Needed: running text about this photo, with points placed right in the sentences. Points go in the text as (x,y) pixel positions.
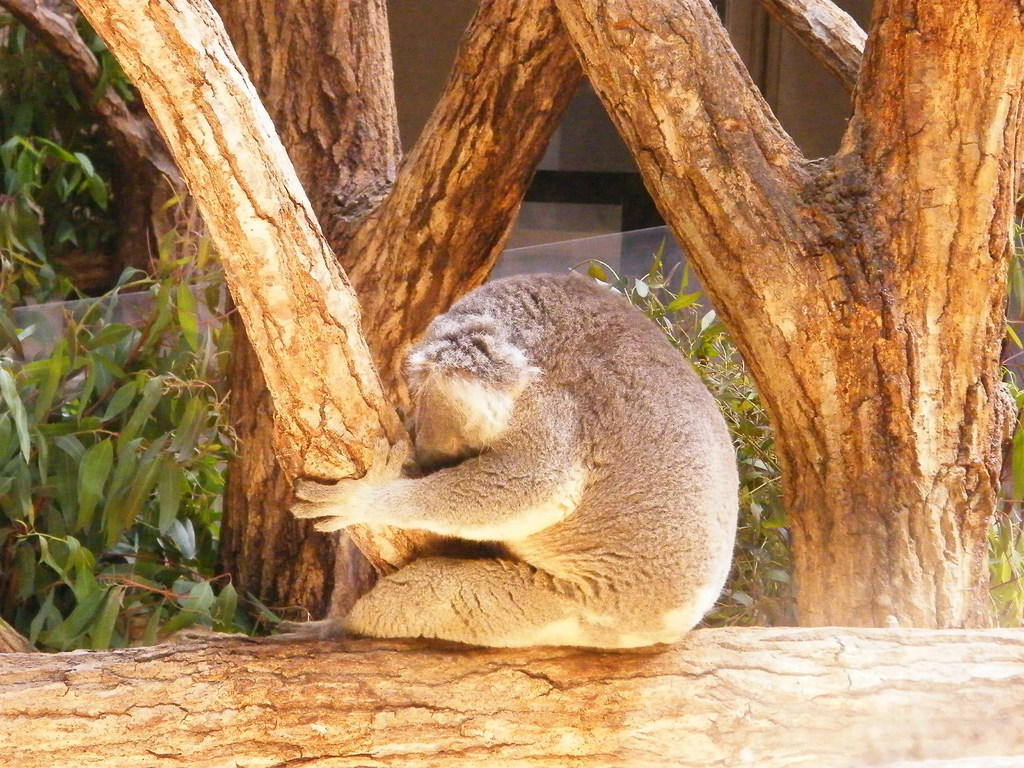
In this picture we can see a koala (518,550) sitting on wood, in the background (937,279) there are trees (716,157) and plants (70,240).
